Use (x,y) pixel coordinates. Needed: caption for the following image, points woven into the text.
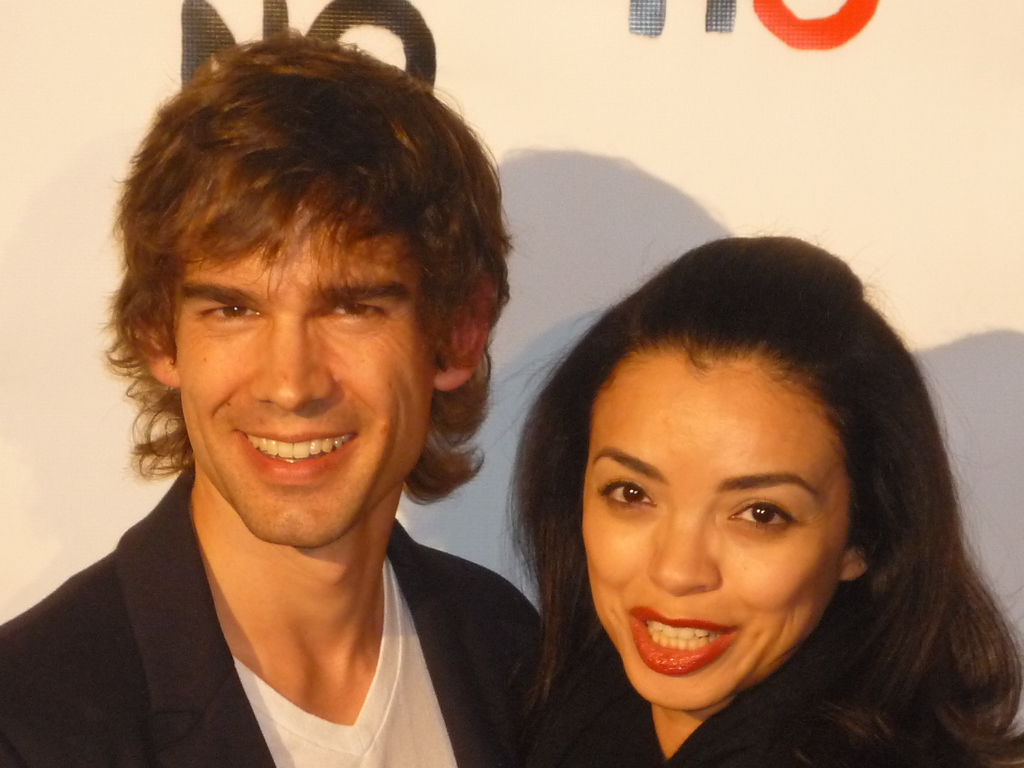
Here I can see a man (274,515) and a woman (731,574) are smiling and giving pose for the picture. At the top of the image (515,18) there is some text (342,16) on a white surface (716,132).
